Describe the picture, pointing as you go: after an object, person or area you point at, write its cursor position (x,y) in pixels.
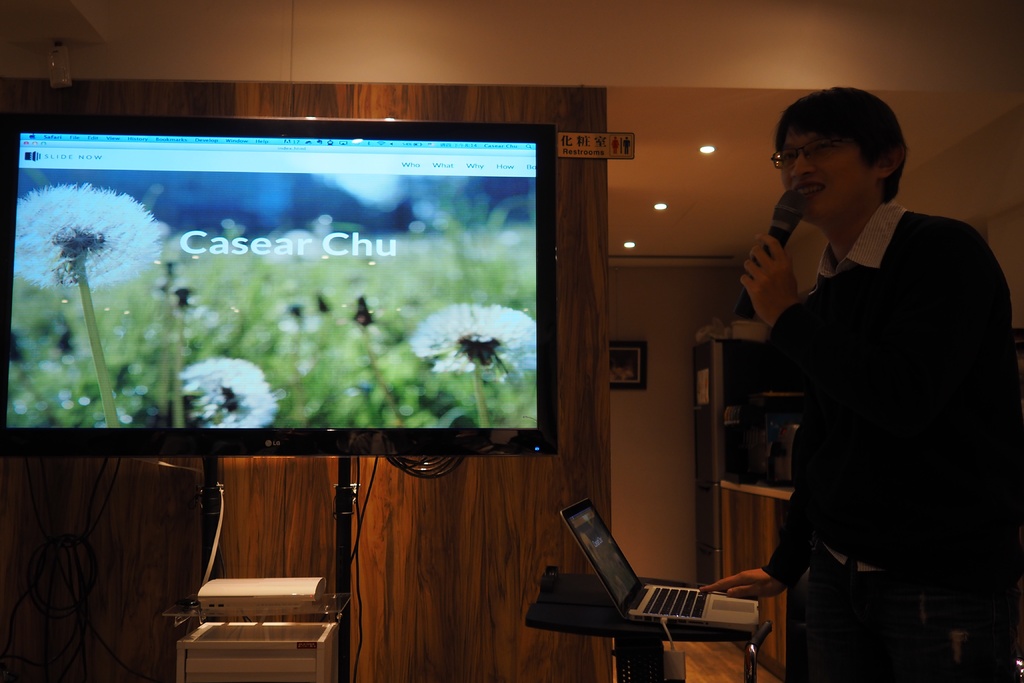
This picture is clicked inside the room (695,324). On the right (856,174) we can see a person (830,229) holding a microphone (781,246) and standing and we can see a laptop (687,609) is placed on the top of the table (640,652). On the left (209,301) we can see the television (326,132) and we can see the text (274,253) and the pictures (121,310) of flowers (115,275) and plants (345,324) on the display (335,234) of the television (335,234). In the background (413,54) there is a roof (421,37) and we can see the ceiling lights (625,244), cabinet (747,531), picture frame (640,342) hanging on the wall (691,407) and some other items (696,526). On the left (250,629) we can see some device (253,593) and a table (247,651).
